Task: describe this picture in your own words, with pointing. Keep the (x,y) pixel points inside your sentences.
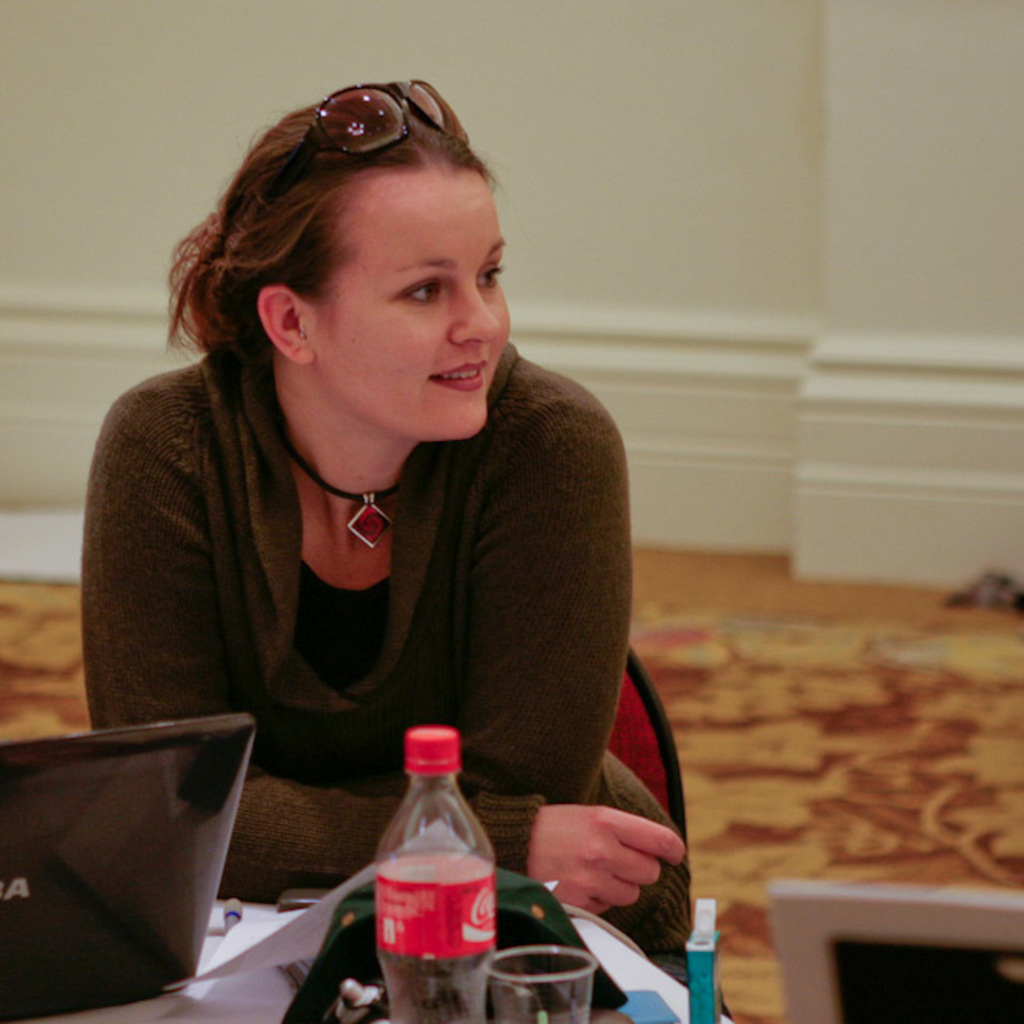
In this picture there is a woman (195,331) sitting, smiling and looking at her side. She has a laptop (242,773) and a beverage bottle (404,1013) in front of her.
